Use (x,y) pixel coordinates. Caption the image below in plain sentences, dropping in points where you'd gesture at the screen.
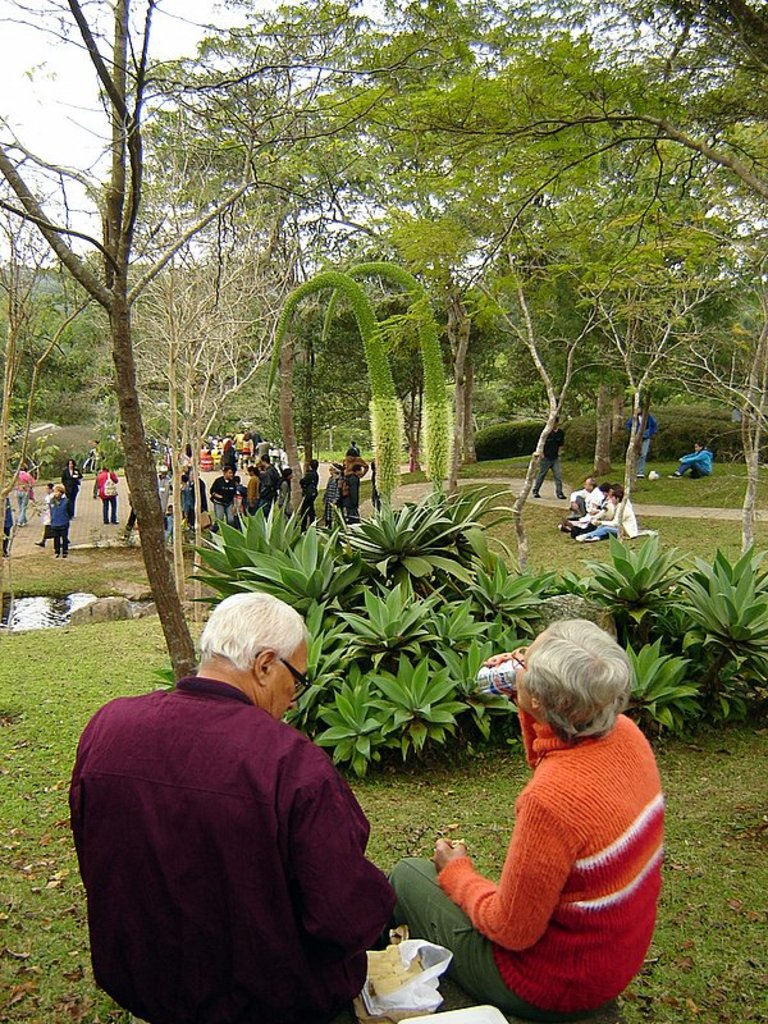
This picture is clicked in the garden (321,405). The man (141,756) in the maroon shirt (187,982) is sitting in the garden (12,643) and beside him, woman (609,818) in orange jacket (509,853) is drinking from a can (513,671). In between them, we see a white color cover (387,1003). In front of them, there are plants (353,635) and trees (6,420). Behind that, there are many people (266,494) walking on the road (125,485). There are trees (30,406) in the background (68,327) and at the top of the picture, we see the sky (335,1). On the left corner of the picture (55,604), we see water (36,601).
